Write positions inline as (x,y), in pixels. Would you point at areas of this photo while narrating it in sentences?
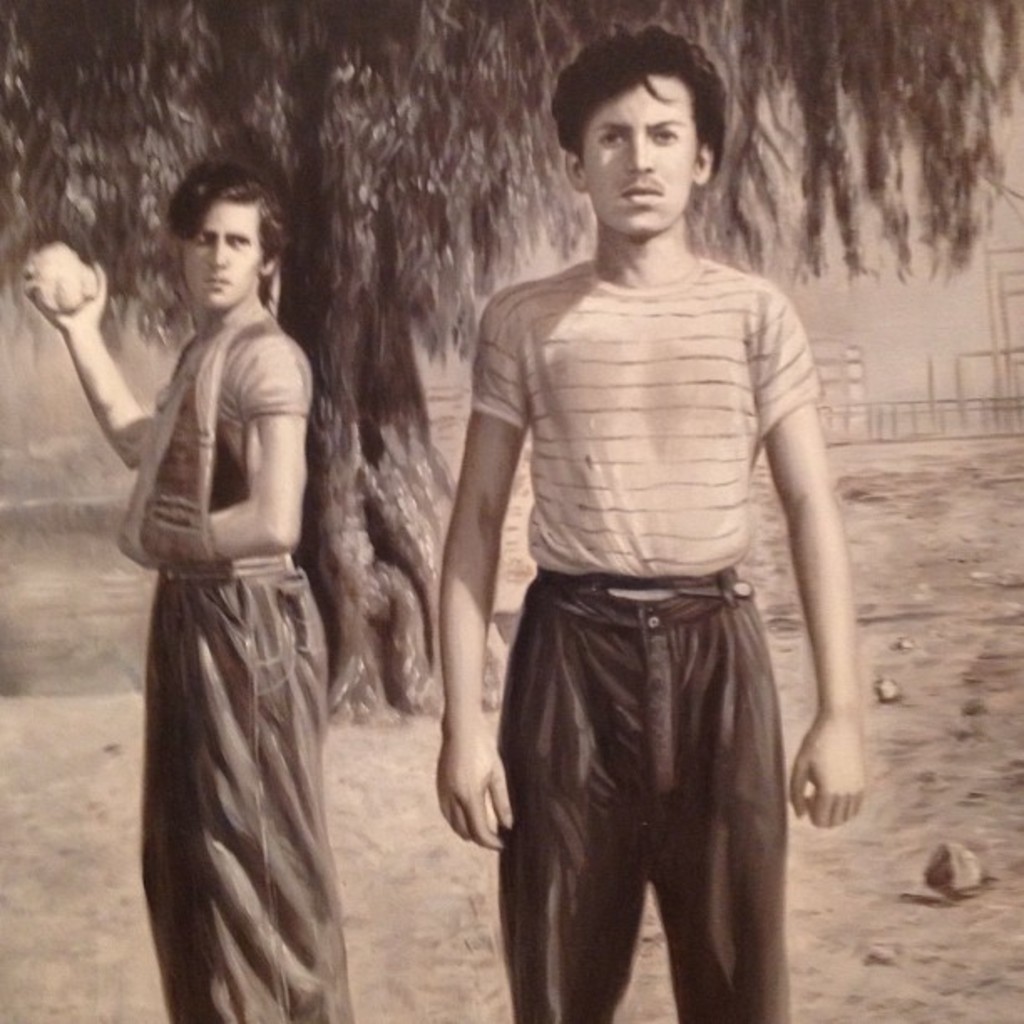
In this image there is a man (649,508) standing in the middle (599,610). Behind him there is another man (208,471) who is holding the stone (73,277). In the background (348,107) there is a tree (356,322). At the bottom (395,946) there is ground (900,874) on which there are stones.
